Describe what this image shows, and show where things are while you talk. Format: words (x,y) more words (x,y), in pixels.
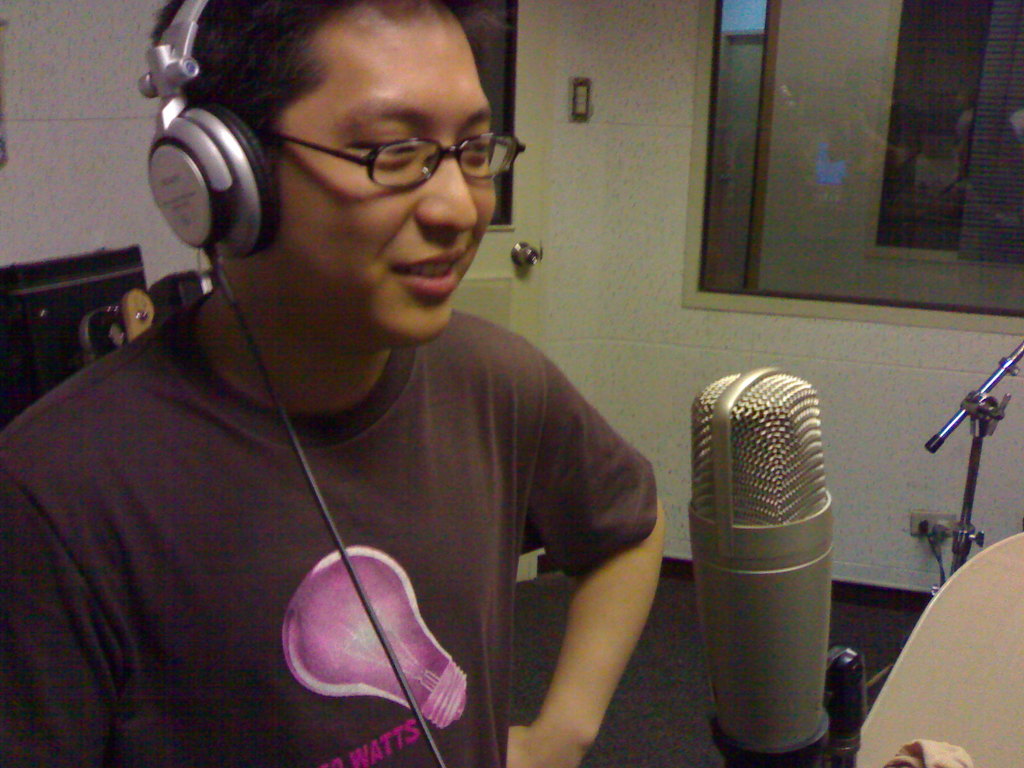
In this image in the foreground (330,336) there is one person (350,260) who is wearing headset (262,363) and spectacles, and in front of him there is a mike (800,529) and objects (967,505). In the background (904,145) they are glass windows (900,172), wall (612,234) and objects (182,285). At the bottom (665,630) there is floor (675,655).
